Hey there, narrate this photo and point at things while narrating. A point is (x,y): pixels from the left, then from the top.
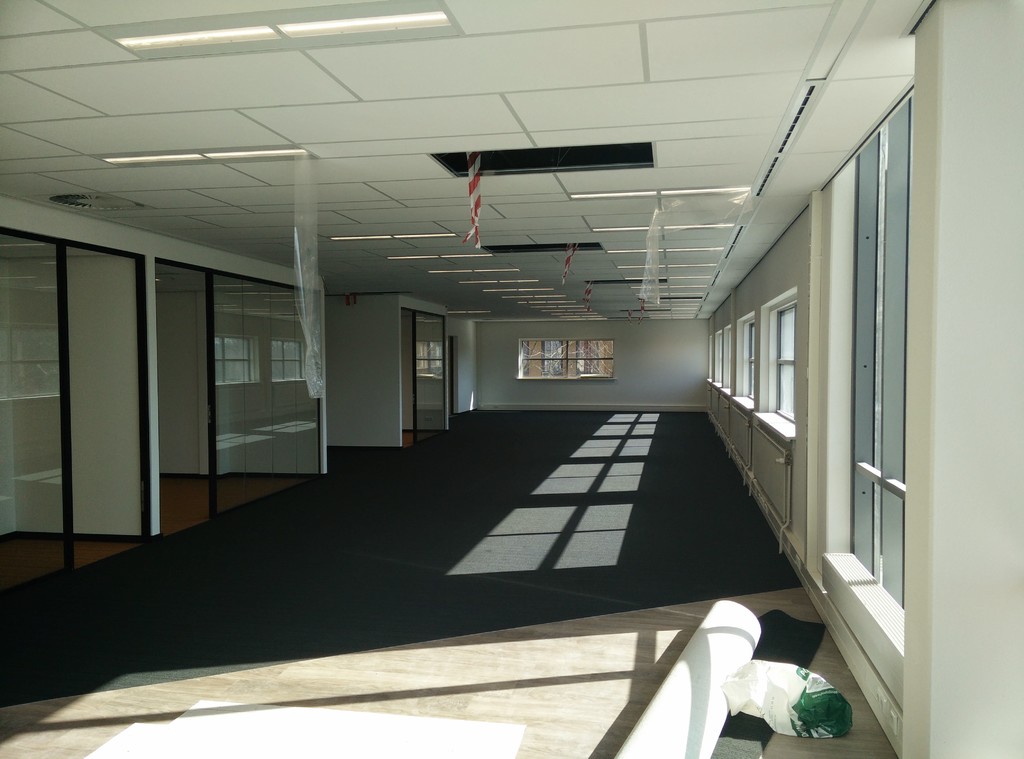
In this image, we can see walls (368,441), glass objects (419,417) and windows (853,405). At the bottom (735,695), we can see few objects (685,673) on the floor (553,653). Top of the image (497,166), we can see the ceiling (515,261), lights (427,257) and covers (317,284).
